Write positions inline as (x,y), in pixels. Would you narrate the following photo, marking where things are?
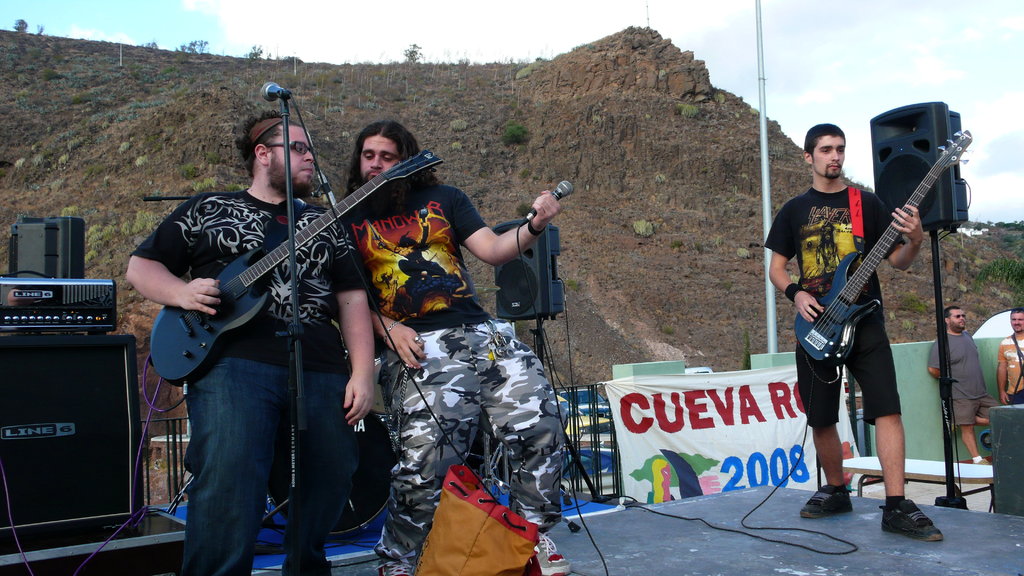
In this image we can see there are people (802,220). Among them two are holding guitars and one is holding a microphone (528,218). There are musical instruments (63,312). On the right (967,354) there are people (1002,367) standing. There is a banner (673,477), pole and microphone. In the background (583,313) we can see mountains (453,115) and sky (836,48).
